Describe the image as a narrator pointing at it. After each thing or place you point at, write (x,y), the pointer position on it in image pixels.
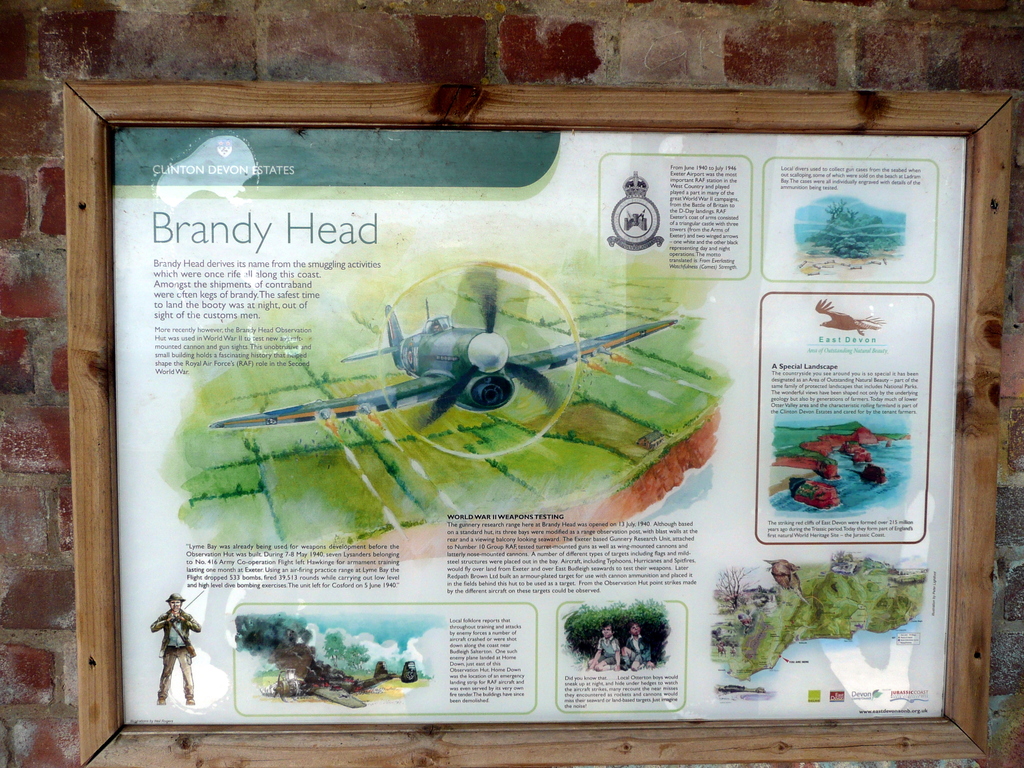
In this picture there is a frame (954,638) in the center of the image (513,281) on a wall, which contains an aircraft (474,350) and other images (620,608) in it.
